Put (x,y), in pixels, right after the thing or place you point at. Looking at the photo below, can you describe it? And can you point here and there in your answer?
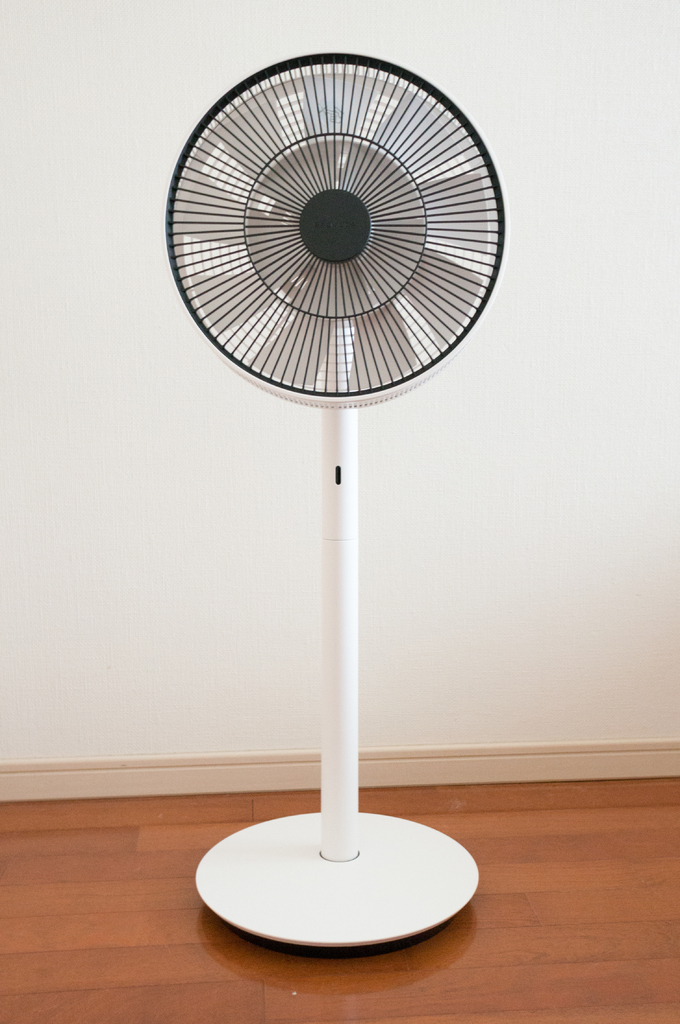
In this image there is a fan (349,474) which is kept on the wooden floor (235,954). In the background (74,542) there is a wall (55,569).
